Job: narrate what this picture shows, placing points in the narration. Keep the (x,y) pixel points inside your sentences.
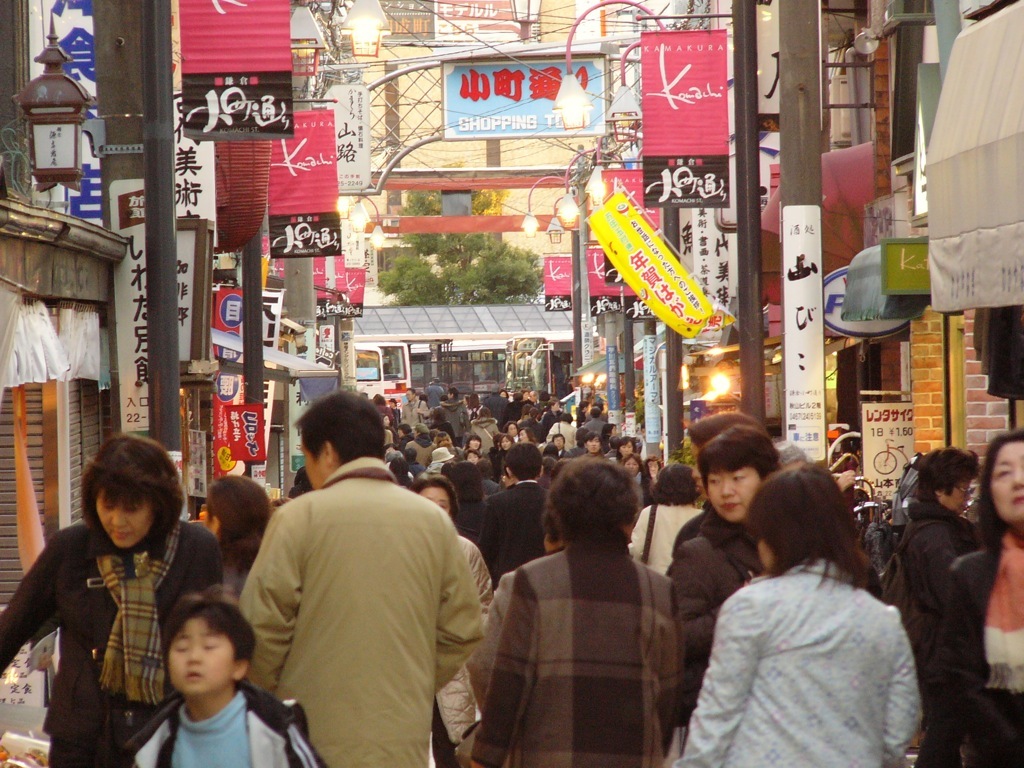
This image consists of many people (433,628) walking on the road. On the left (170,365) and right, there are buildings (63,378) along with poles (251,293) and boards (324,335). In the background (459,282), we can see the trees (449,241).
